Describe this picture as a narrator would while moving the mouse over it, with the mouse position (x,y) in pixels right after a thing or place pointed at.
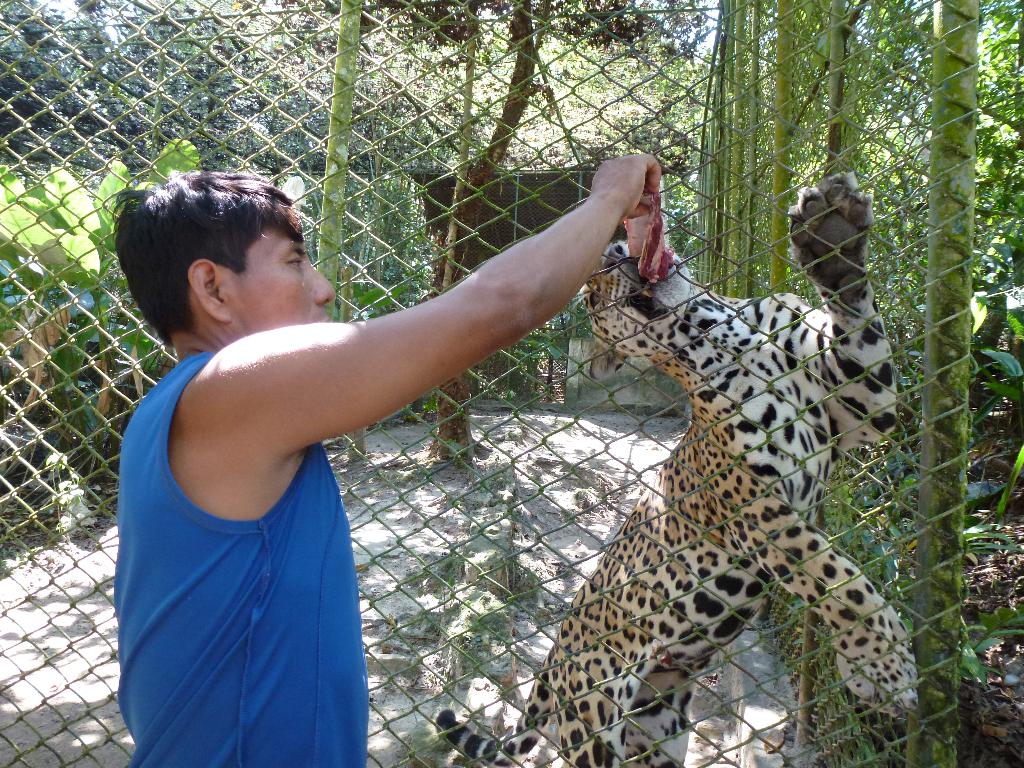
In this image there is a man (192,518) standing. He is holding a piece of a meat (636,227) in his hand (616,220). Beside him there is a fencing (233,66). Behind the fencing (570,519) there is a leopard (690,459). The leopard (698,394) is eating the meat (653,251). Behind the leopard (830,187) there are trees (742,128) and plants (264,143). In the background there is a shed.
